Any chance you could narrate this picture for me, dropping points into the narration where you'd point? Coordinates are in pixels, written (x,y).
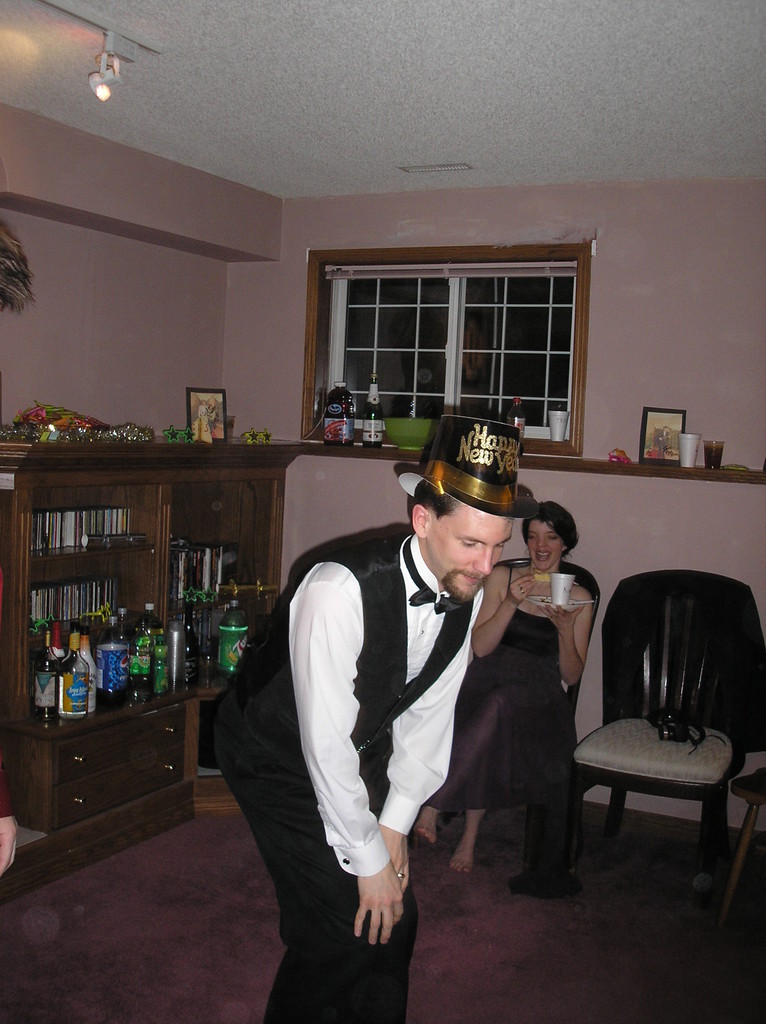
In this picture we can see man (295,697) standing and bending wearing cap (464,434), jacket (389,634) and beside to his woman (518,572) sitting on chair (522,563) and smiling carrying plate (547,604) with food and glass (557,598) in it and in background (25,614) we can see racks (101,560) with books (177,573), bottles (139,657), frames (215,402), window (407,350), wall (160,296), light (123,55).
